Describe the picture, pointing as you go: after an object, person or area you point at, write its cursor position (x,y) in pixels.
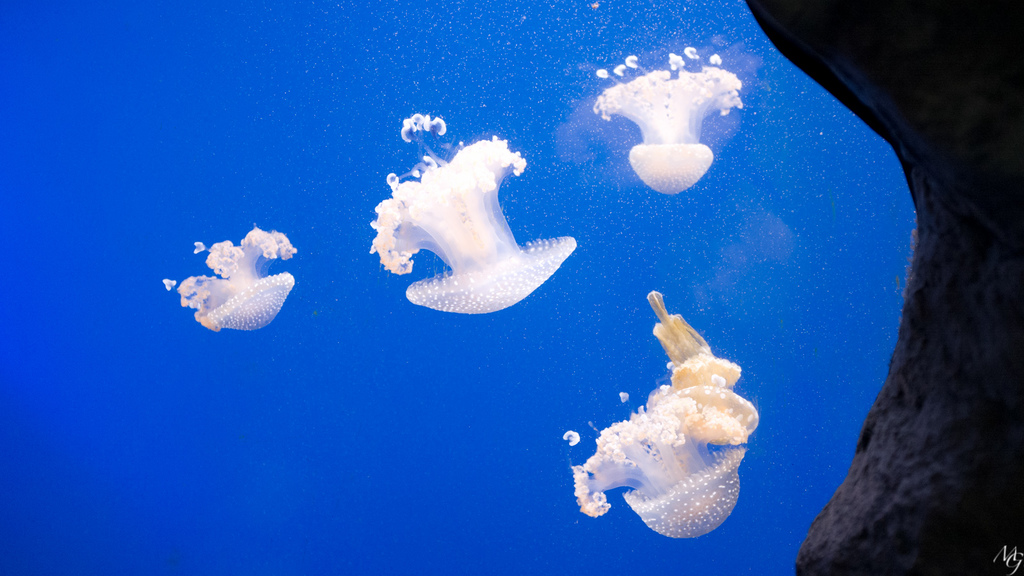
In this image I can see 4 jellyfishes (558,248) in the water (352,257). On the right side (919,25) it looks like a stone (946,326).
